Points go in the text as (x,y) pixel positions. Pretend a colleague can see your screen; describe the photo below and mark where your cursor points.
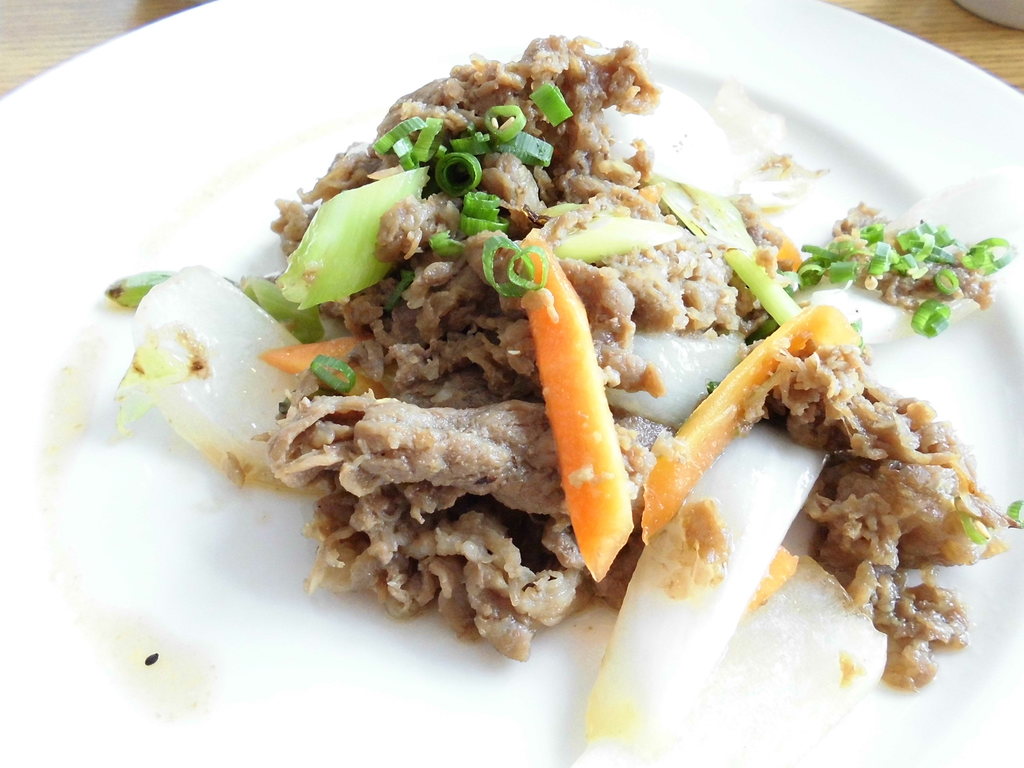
This is a plate (254,690) with the food (638,437) on it. This food (454,528) is made of carrots (557,323), spring onions (511,113), few other vegetables (757,470) and ingredients (536,434) are added to it. At the top right (927,25) and left corners of the image, I think this is a wooden table (959,33).
